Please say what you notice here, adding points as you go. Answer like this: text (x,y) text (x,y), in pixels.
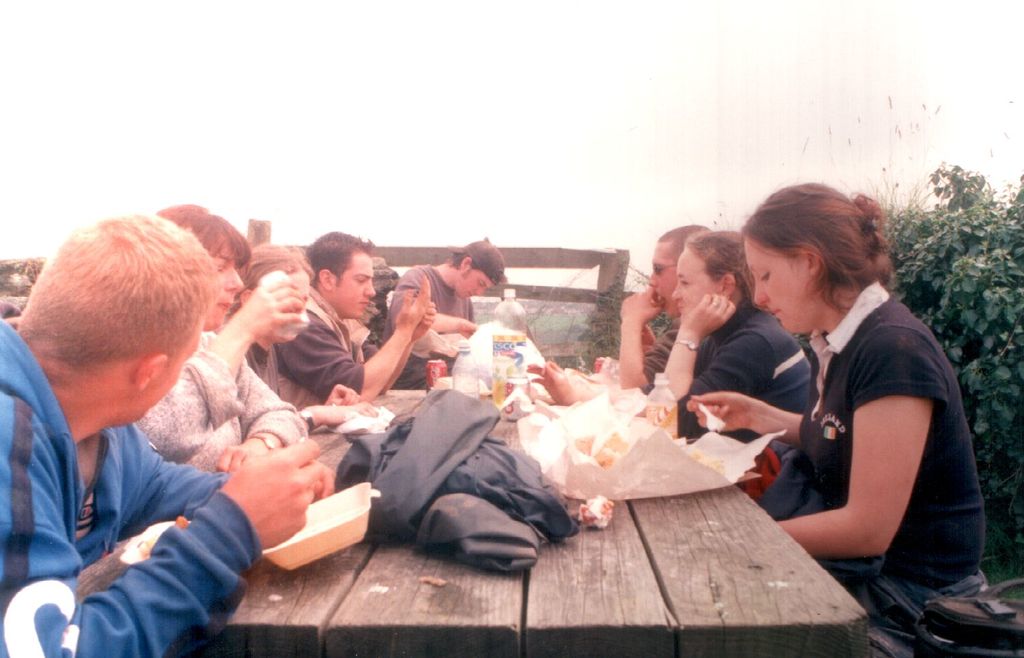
In this picture there is a dining table (808,655) in the center of the image (663,385), which contains bottles (664,413), juices (652,401), and food items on it, there is a boundary (559,263) on the left side of the image (304,248) and there are plants (913,248) on the right side of the image (946,260).
